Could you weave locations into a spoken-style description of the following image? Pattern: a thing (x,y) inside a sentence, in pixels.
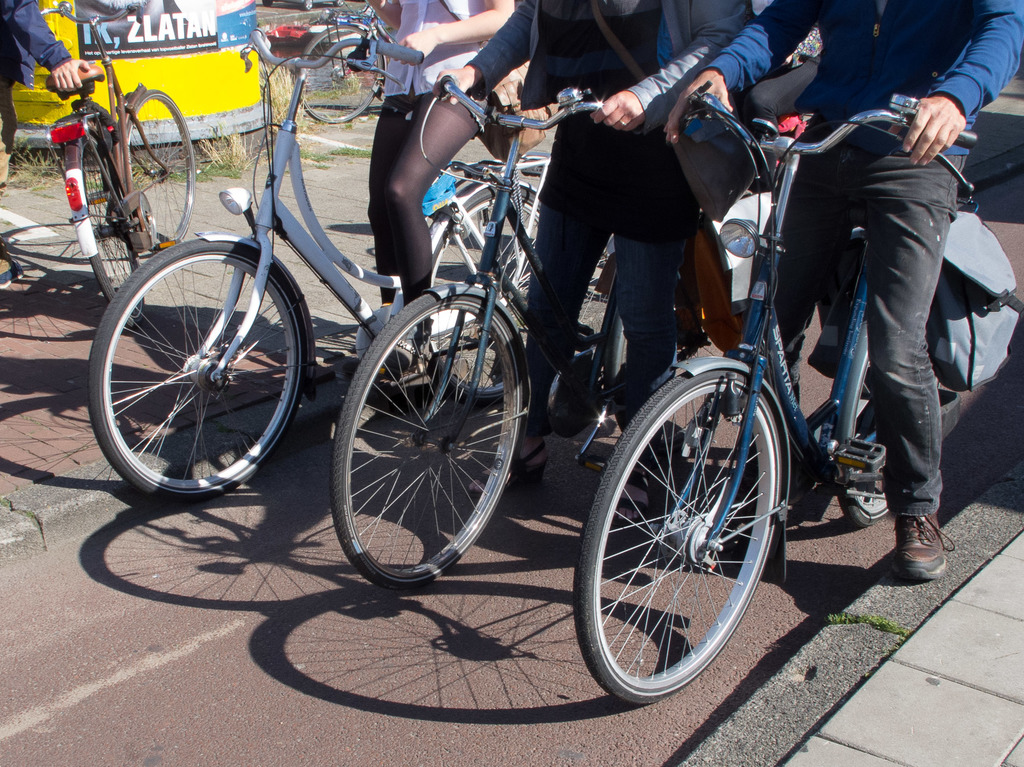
3 people (886,248) are standing on a bicycle (476,317) on a road (220,674). at the left (73,115) another person (32,62) is holding bicycle (146,228) in opposite direction. the person (895,383) at the right is wearing blue shirt (877,44) and bag (964,284) is hanging at the back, in the front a light (745,244) is present on his bicycle (731,249).
